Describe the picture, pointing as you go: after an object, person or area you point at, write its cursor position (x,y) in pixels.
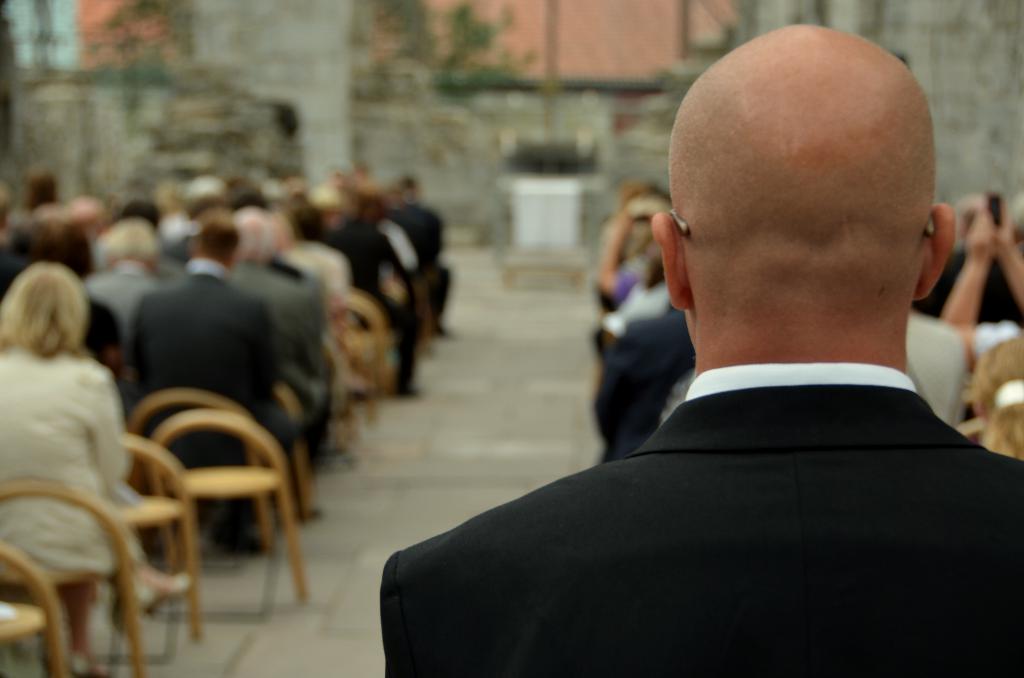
In this picture we can see a man (703,544) in the black blazer (681,551). In front of the man (739,474), there are groups of people (336,366) sitting on chairs (44,491) and there are some blurred objects (487,139).
